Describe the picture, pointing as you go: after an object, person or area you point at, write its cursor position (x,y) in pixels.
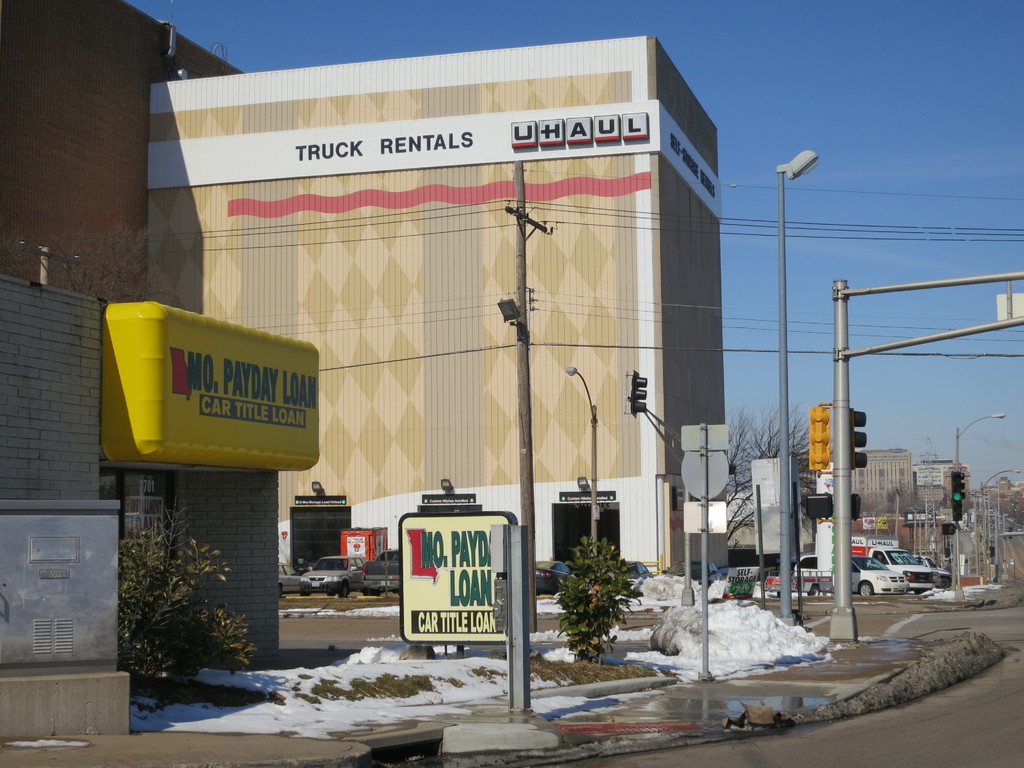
In this picture we can see poles (844,479), traffic signal lights (820,513), snow (742,611), trees (734,474), buildings (882,465), vehicles (929,580) on roads (971,714) and in the background (735,91) we can see the sky (712,97).
